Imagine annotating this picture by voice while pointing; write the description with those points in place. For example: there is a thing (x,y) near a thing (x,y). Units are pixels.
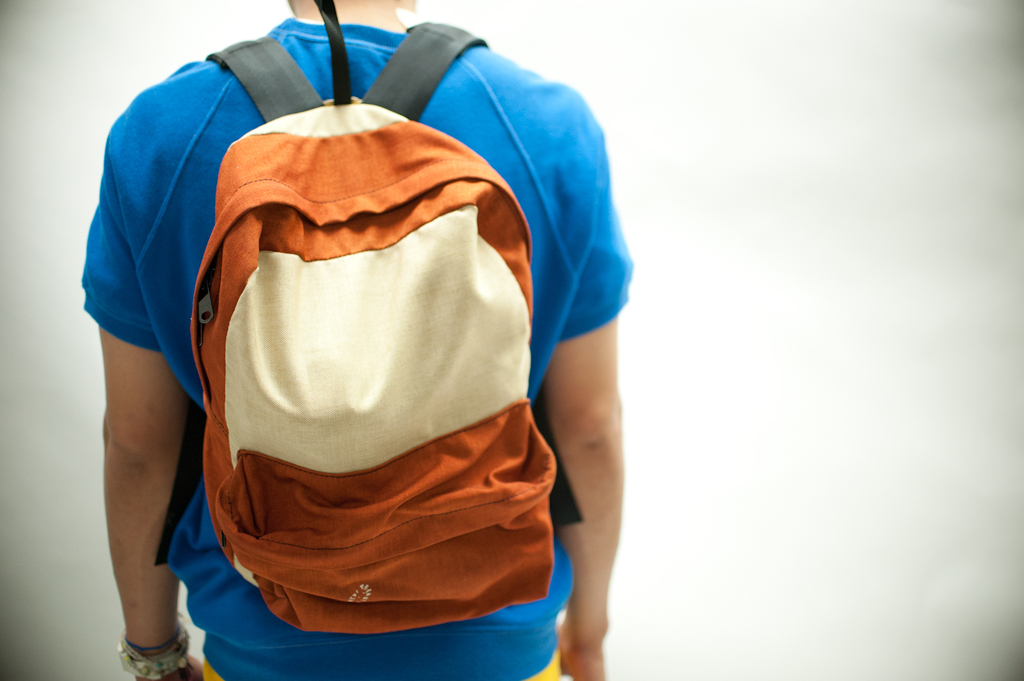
Here we can see a person (189,170) wearing a backpack (500,320) of orange and cream color.
